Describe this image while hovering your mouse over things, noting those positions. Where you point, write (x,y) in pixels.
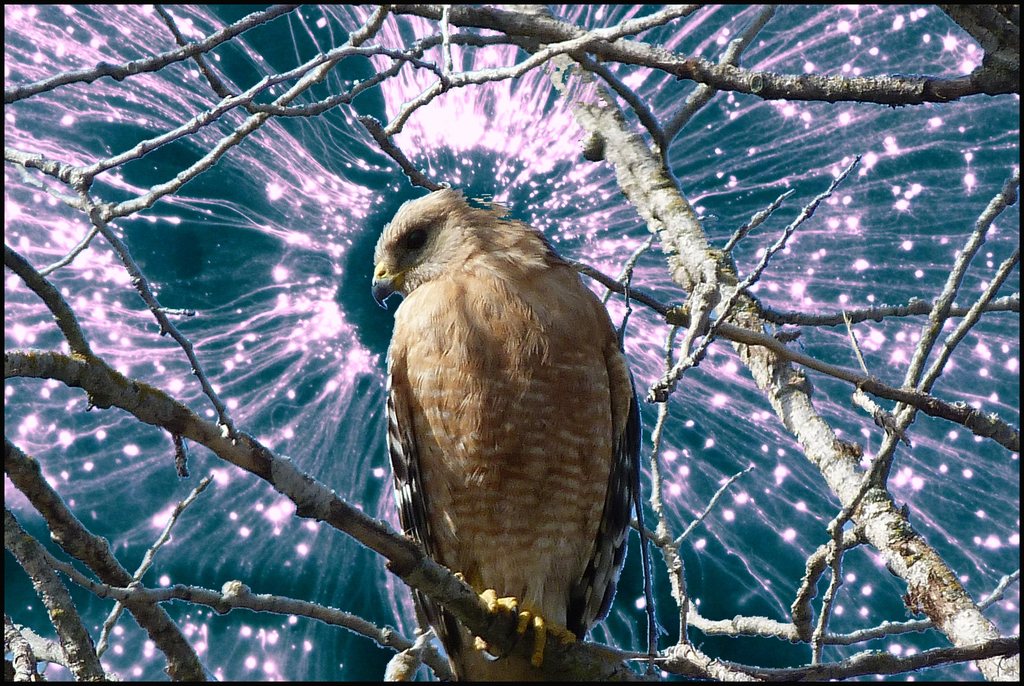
This is an edited image where there is a bird (460,567) standing on the branch (477,624) of the tree (975,20).
